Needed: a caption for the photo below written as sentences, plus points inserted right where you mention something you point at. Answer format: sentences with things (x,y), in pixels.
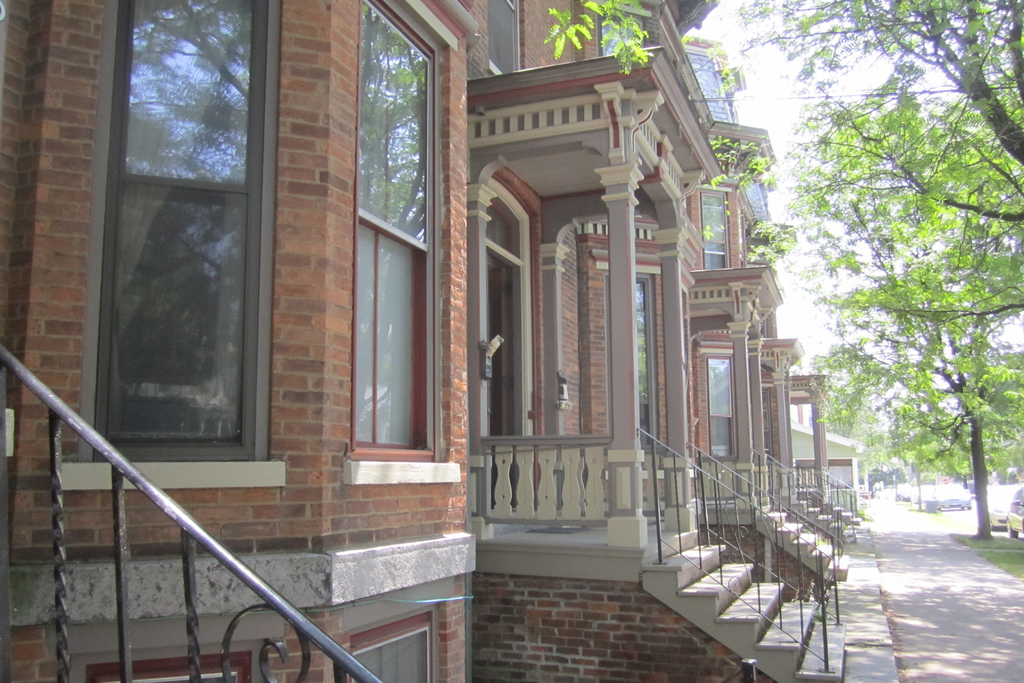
On the left side of the image (297,33) we can see some buildings (227,73). On the right side of the image (907,436) we can see some trees (844,294). Behind the trees (923,446) we can see some vehicles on the road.
